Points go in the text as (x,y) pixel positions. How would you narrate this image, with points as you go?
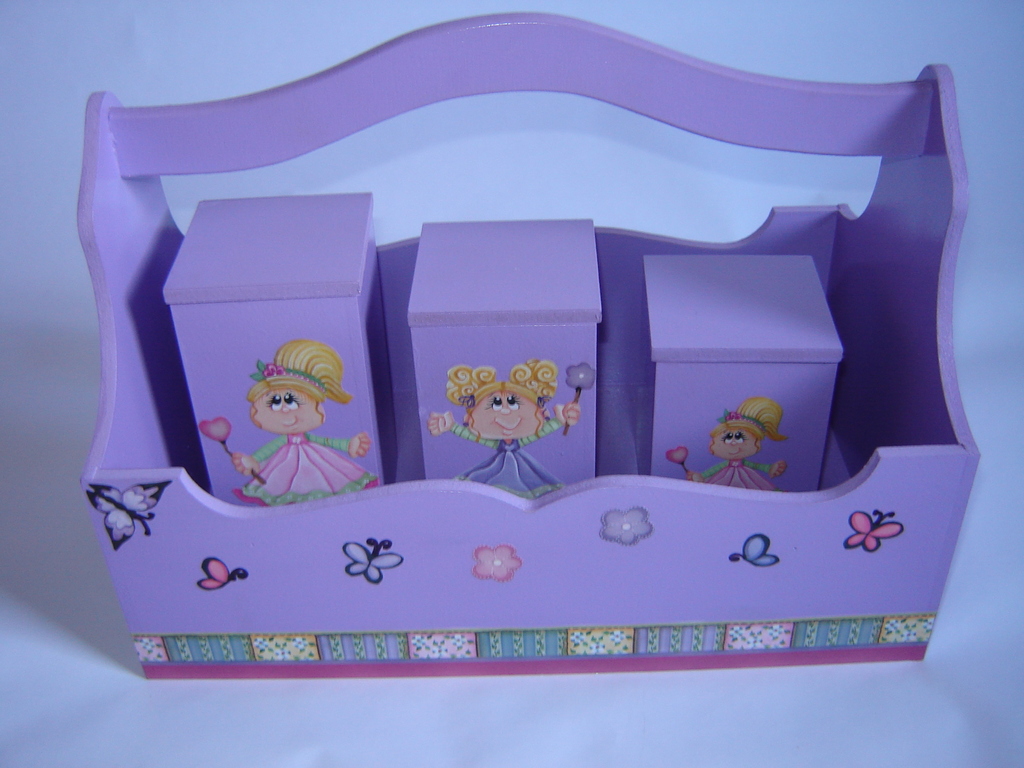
In this image there is a tray (544,554) with three cubes (753,478).
